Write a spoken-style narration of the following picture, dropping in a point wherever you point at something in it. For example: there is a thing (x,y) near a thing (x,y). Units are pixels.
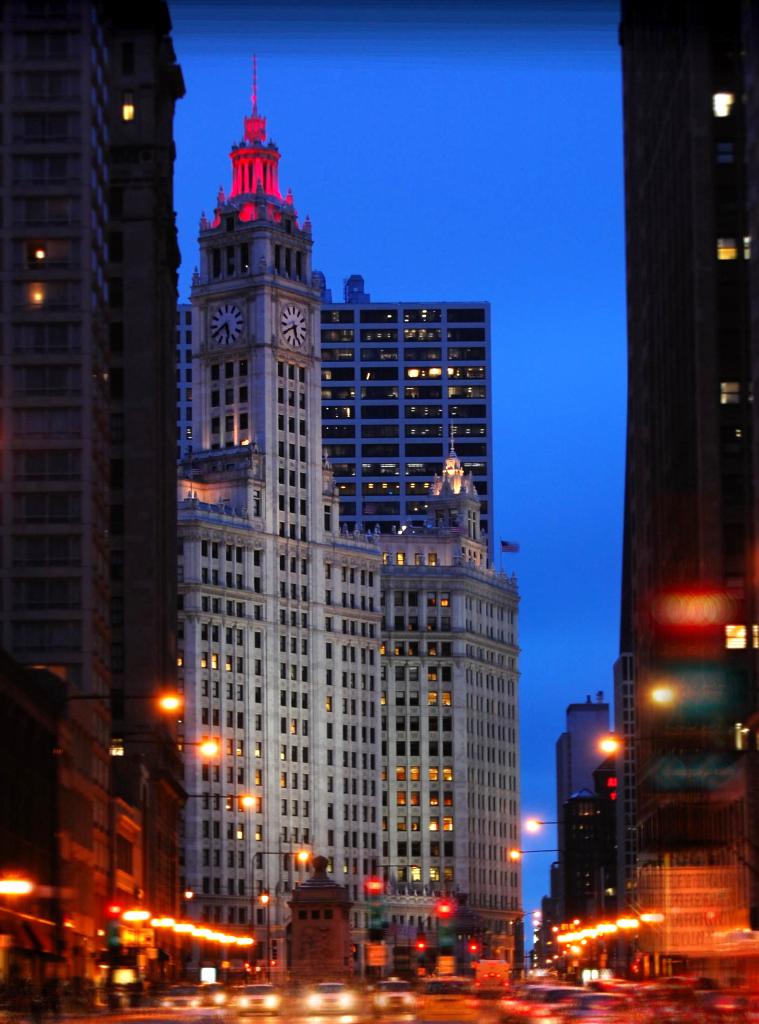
It is a city (207,732), the image is captured in the evening time and the roads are very bright with many street lights (297,856) and behind the street lights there are very big buildings (393,566) and towers (694,570), to one of the tower (250,367) there is a clock (289,322) and in the background (446,215) there is a sky (529,552).
